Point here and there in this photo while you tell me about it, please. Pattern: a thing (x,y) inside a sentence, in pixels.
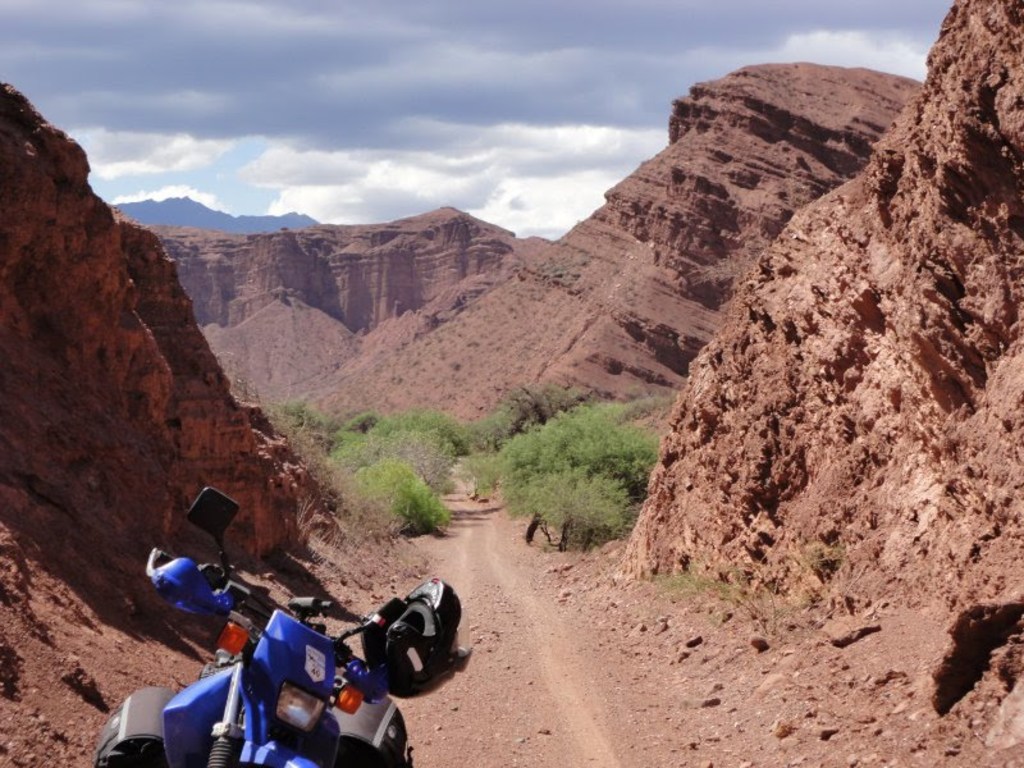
At the bottom of the image (233,662) there is a bike (322,670) with a helmet (419,649). Behind the bike (379,687) there are few plants (520,445). And in the image there are hills (246,325). At the top of the image (513,182) there is sky (482,133) with clouds (348,139).
